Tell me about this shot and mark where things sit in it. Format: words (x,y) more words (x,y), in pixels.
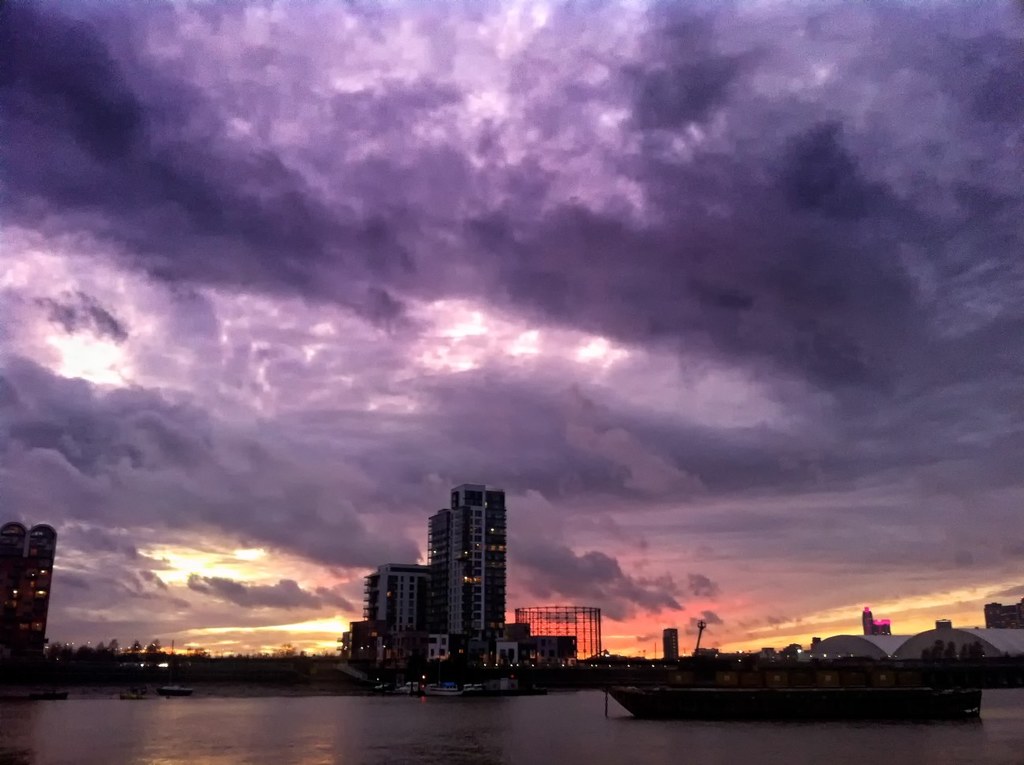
In this image we can see the river (274,719), some buildings (522,647), some trees (139,657) on the ground (182,673), some poles (172,665), some lights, some boats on the river (101,724) and at the top (153,248) there is the colorful cloudy sky (564,327).
